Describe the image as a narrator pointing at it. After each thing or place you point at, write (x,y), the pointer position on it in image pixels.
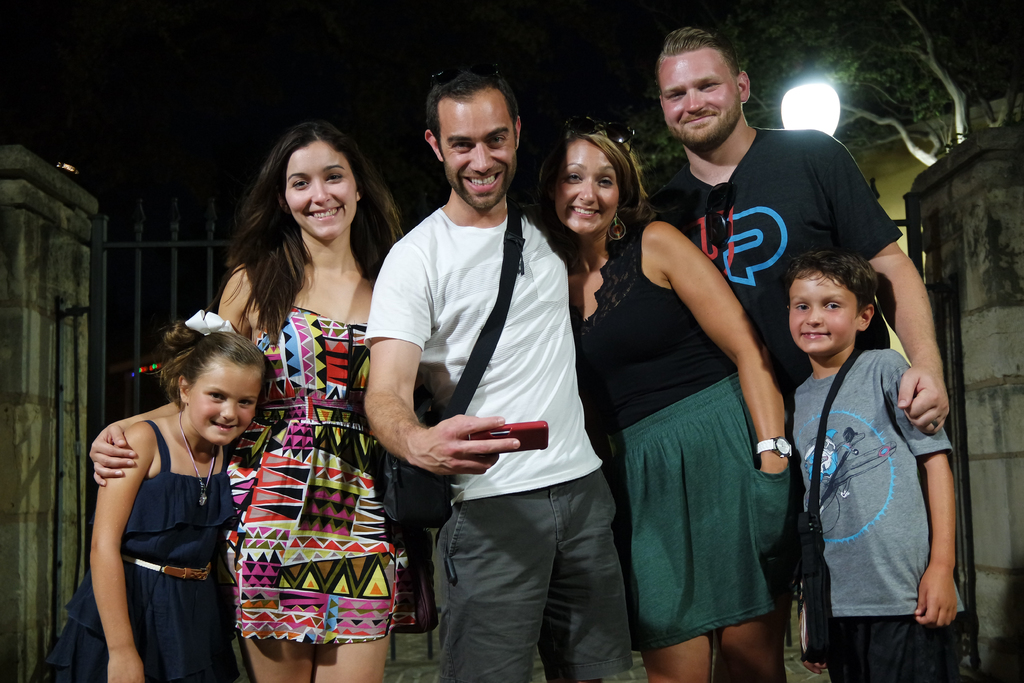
In this image I can see there are persons (519,354) standing and holding a phone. And at the back (976,213) there is a wall (32,387) and a gate (98,273). And there is a light (839,105) and a tree (916,62). And at the back (886,196) it looks like a building (892,152). And at the top (217,71) it looks like a dark.
